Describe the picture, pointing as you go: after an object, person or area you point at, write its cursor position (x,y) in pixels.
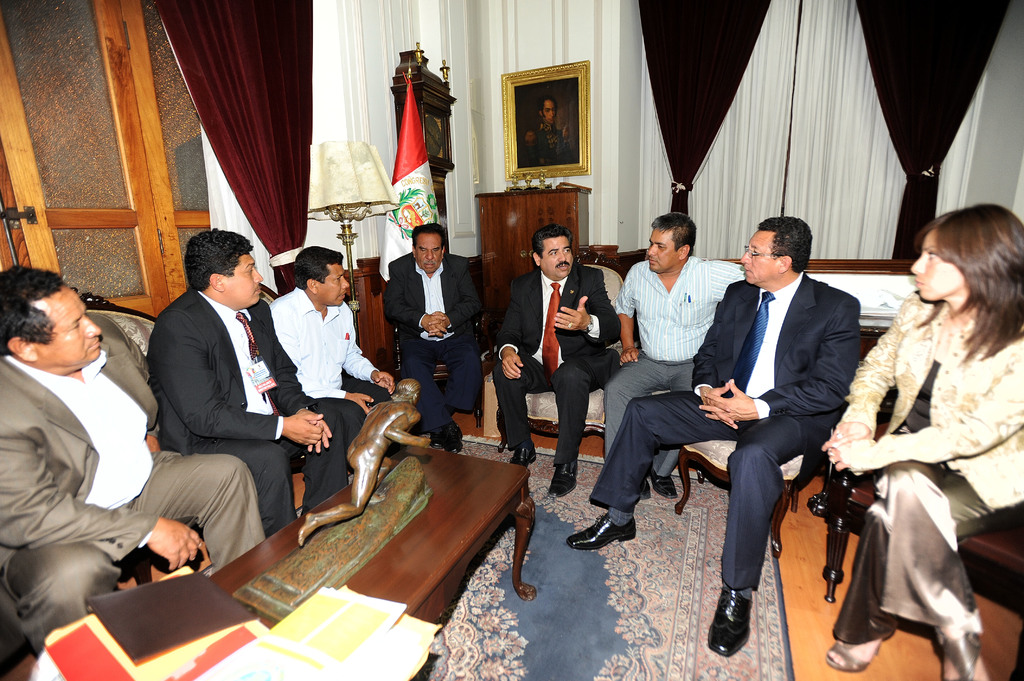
In this image I can see a group of people (439,441) are sitting on the chairs (797,463) in front of a table (431,523), statue (342,515) and books (326,616). In the background (351,152) I can see a door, photo frame (553,124) on a table (526,218), flag (421,200), lamp (379,201) and curtains (307,162). This image is taken may be in a hall (712,218).
